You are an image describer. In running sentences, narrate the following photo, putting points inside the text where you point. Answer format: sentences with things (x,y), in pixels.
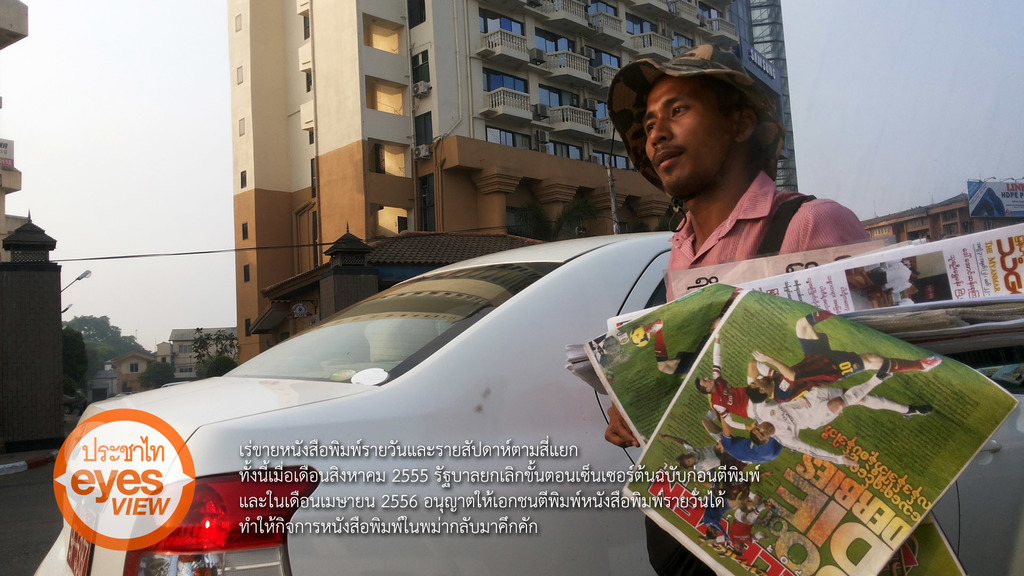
In the foreground (595,252) I can see a person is holding newspapers (882,380) in hand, text (366,470), logo (124,442) and vehicles (287,467) on the road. In the background (450,253) I can see buildings (380,228), light poles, trees (232,338), wall (29,375), fence (3,418), hoardings (1004,210), windows (555,151) and the sky (139,25). This image is taken may be during a day.
